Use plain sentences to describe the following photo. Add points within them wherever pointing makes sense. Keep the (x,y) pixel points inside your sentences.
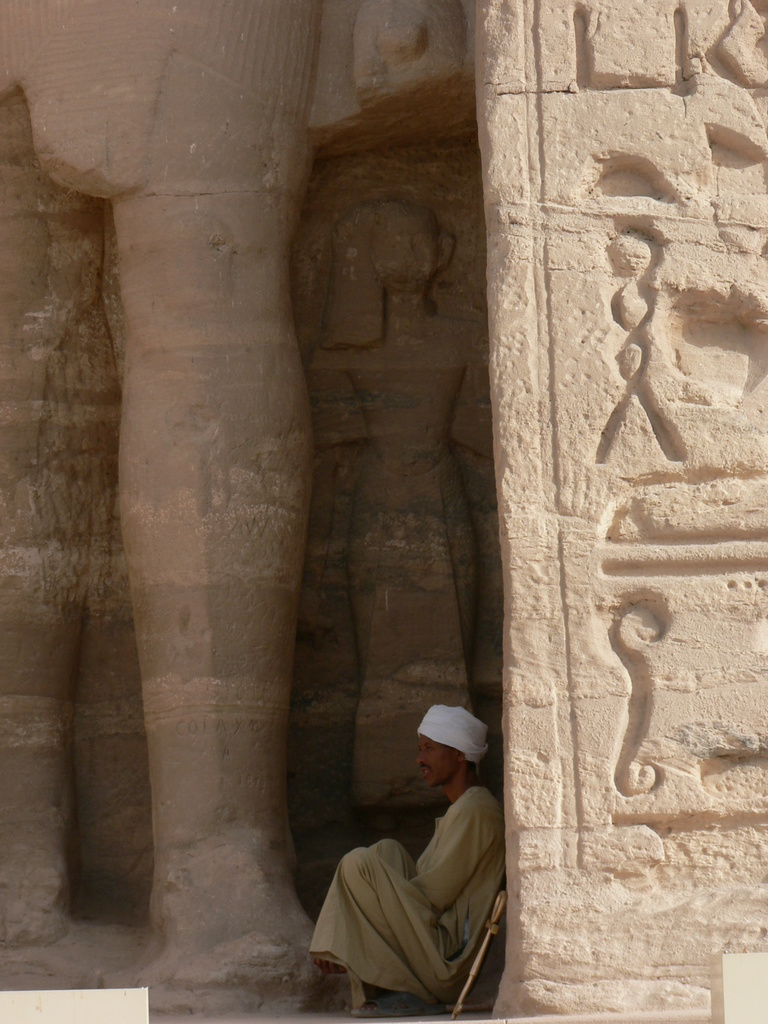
In the picture we can see a sculptured wall (508,559) near it we can see a man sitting and leaning to it and he is with a white color cap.
